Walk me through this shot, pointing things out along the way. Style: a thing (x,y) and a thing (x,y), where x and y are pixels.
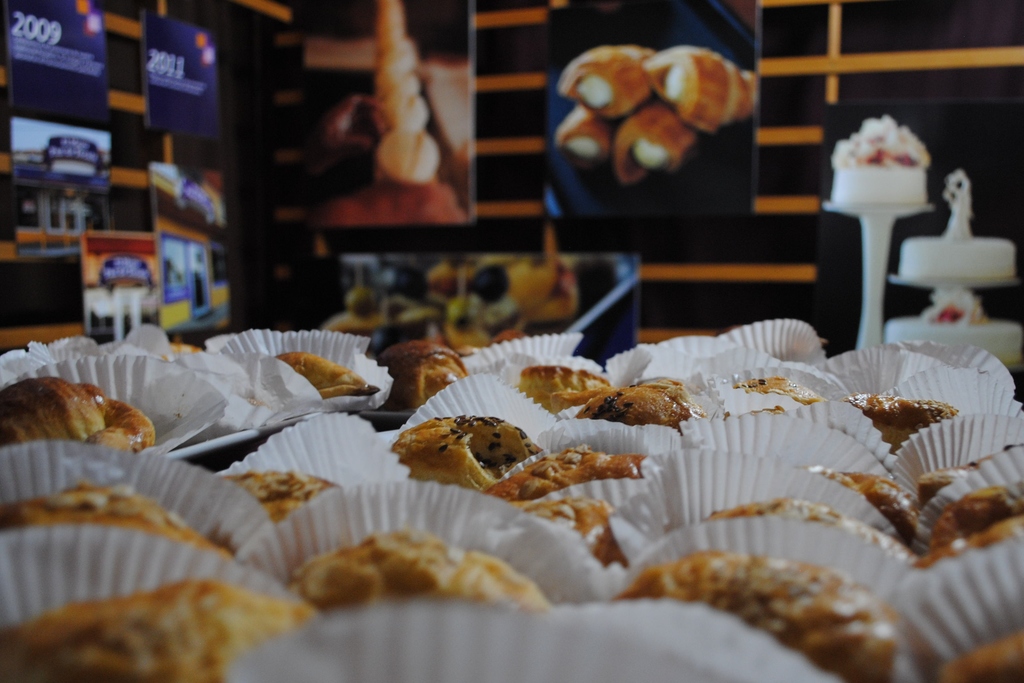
In this image there are some pastries (472,566) in the bottom of this image (326,567). There are some photo frames (329,218) of a food items (376,106) and some other posters (62,158) are on the wall (285,54).
